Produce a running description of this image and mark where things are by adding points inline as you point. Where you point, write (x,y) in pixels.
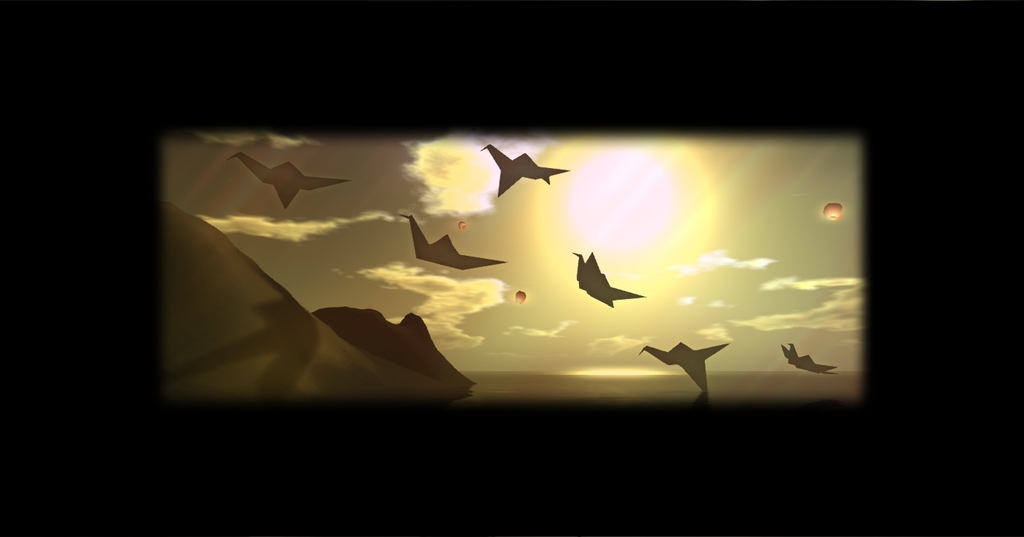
In this image we can see few objects (517,178) flying in the sky (592,235), there are sky lanterns (829,213) and the sun (672,210).
